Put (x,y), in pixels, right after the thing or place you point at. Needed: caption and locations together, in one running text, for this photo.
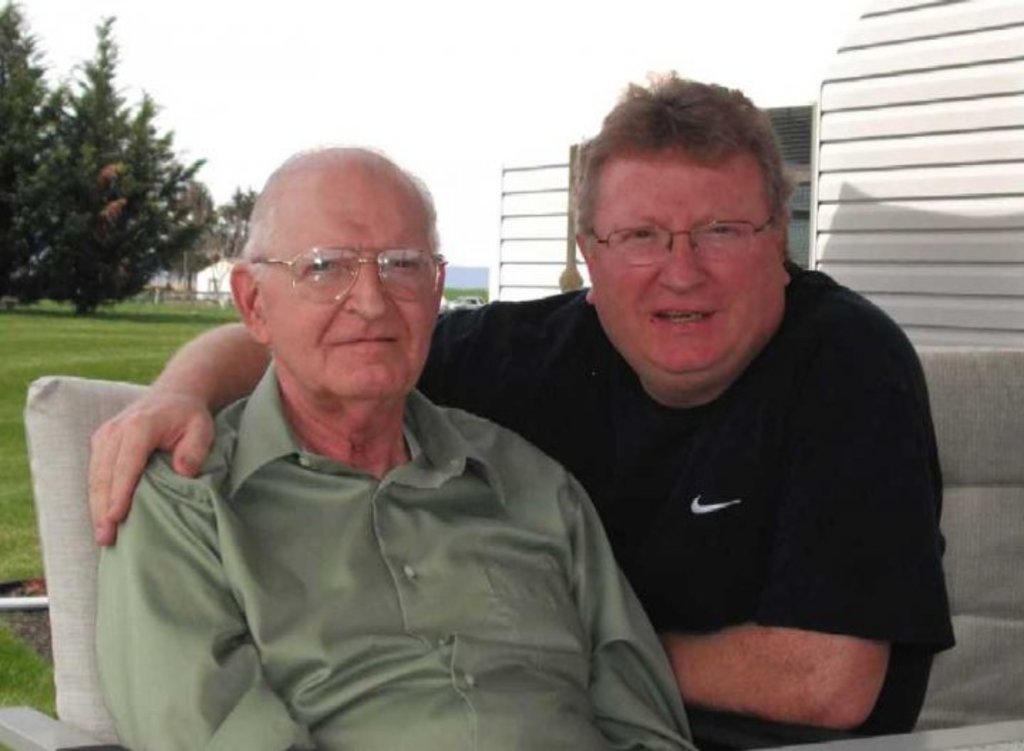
In front of the image there are two people (635,375) sitting on the chairs (67,749). Behind them there are trees (99,165), buildings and a car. At the bottom of the image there is grass (94,350) on the surface (79,360). At the top of the image (480,57) there is sky (494,41).
